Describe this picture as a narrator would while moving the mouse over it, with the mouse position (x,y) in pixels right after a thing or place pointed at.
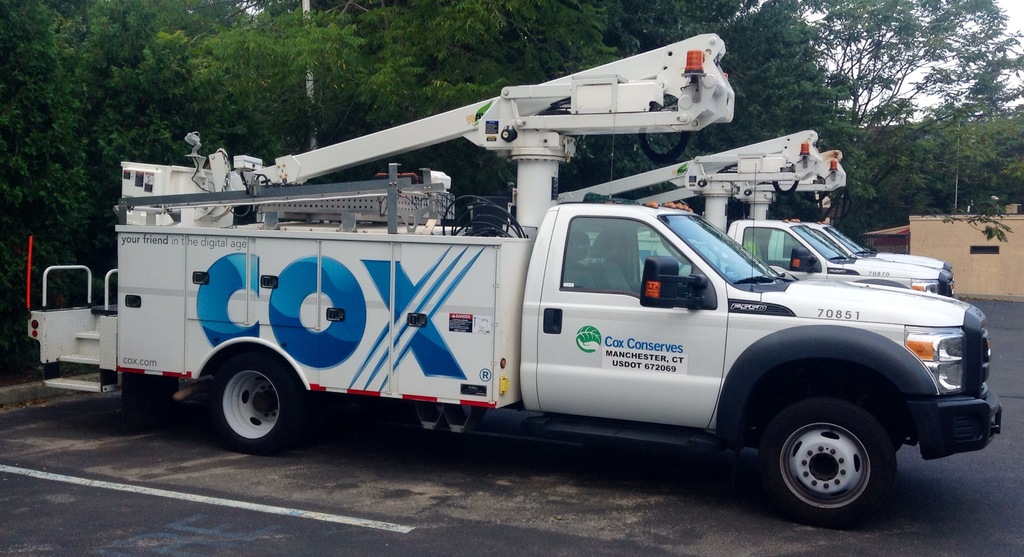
In the picture I can see the cable trucks (755,150) parked in a parking space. There is a house (978,288) on the right side (960,245). In the background (364,39), I can see the trees (567,35).
